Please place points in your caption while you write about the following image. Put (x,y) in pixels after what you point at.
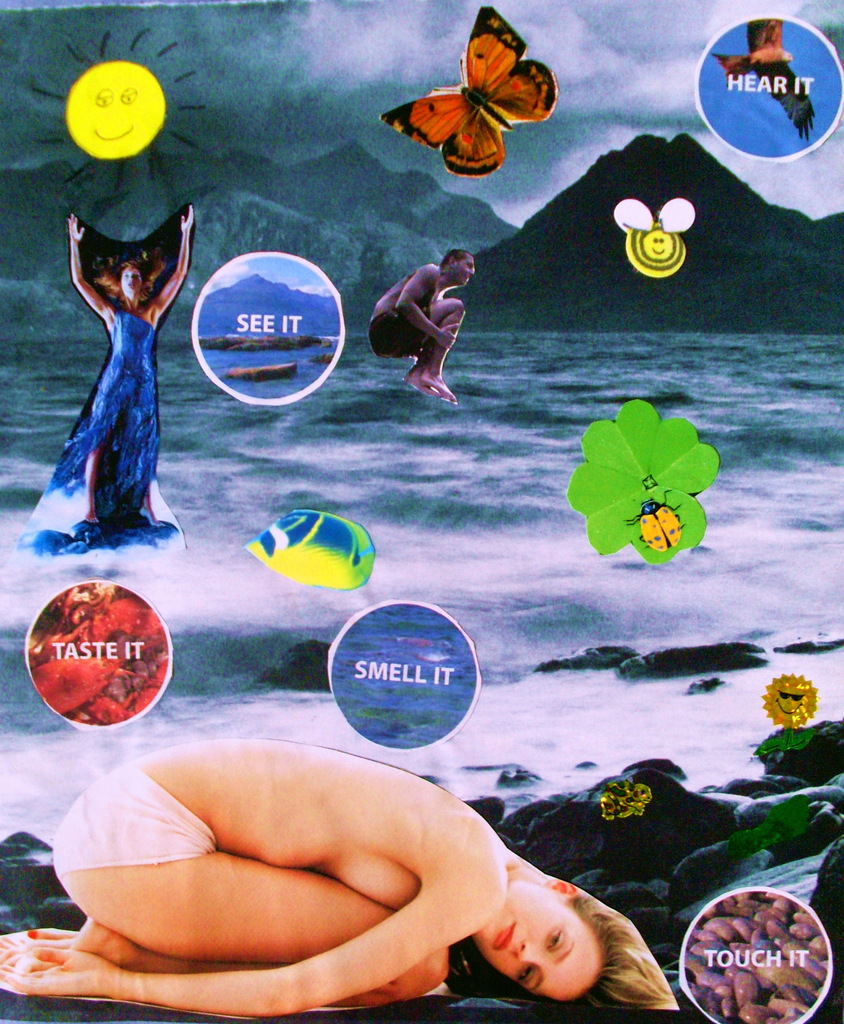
In this image we can see stickers (711,132) are pasted on image. Background of the image (529,583) mountains (353,159) and sea (518,560) are present.
